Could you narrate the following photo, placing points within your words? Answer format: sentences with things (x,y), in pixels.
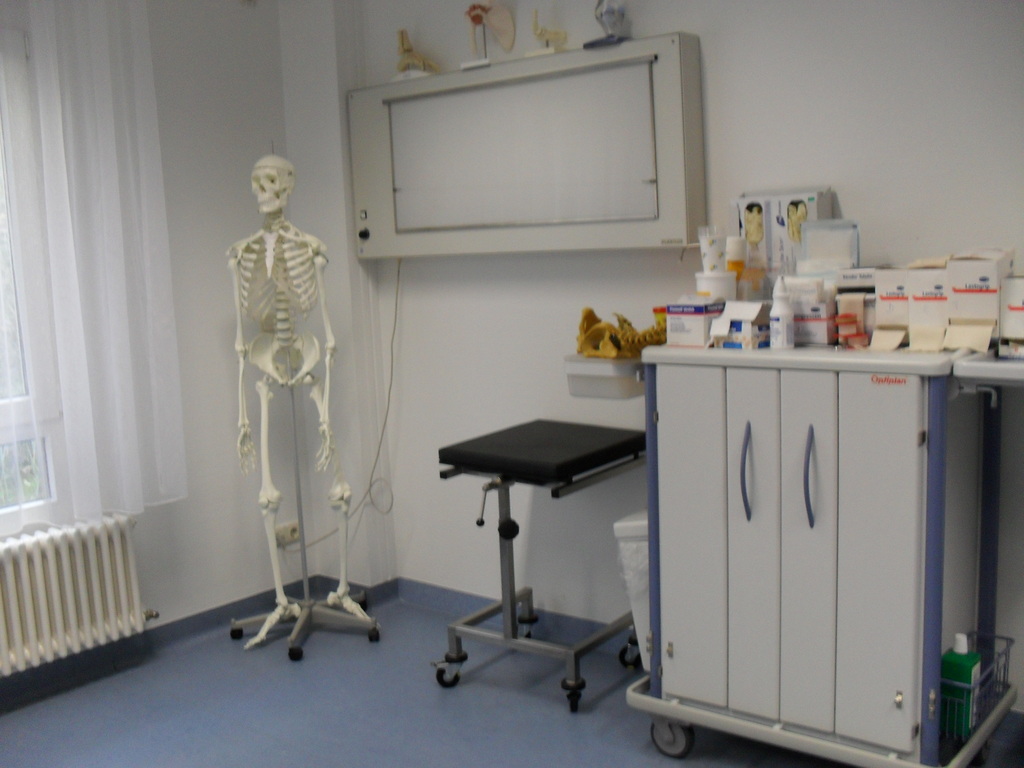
In the image we can see there is a skeleton (271,349) kept on the stand (346,617) and there is a curtain (32,501) on the window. There are medicines (854,313) kept on the table (936,501).
